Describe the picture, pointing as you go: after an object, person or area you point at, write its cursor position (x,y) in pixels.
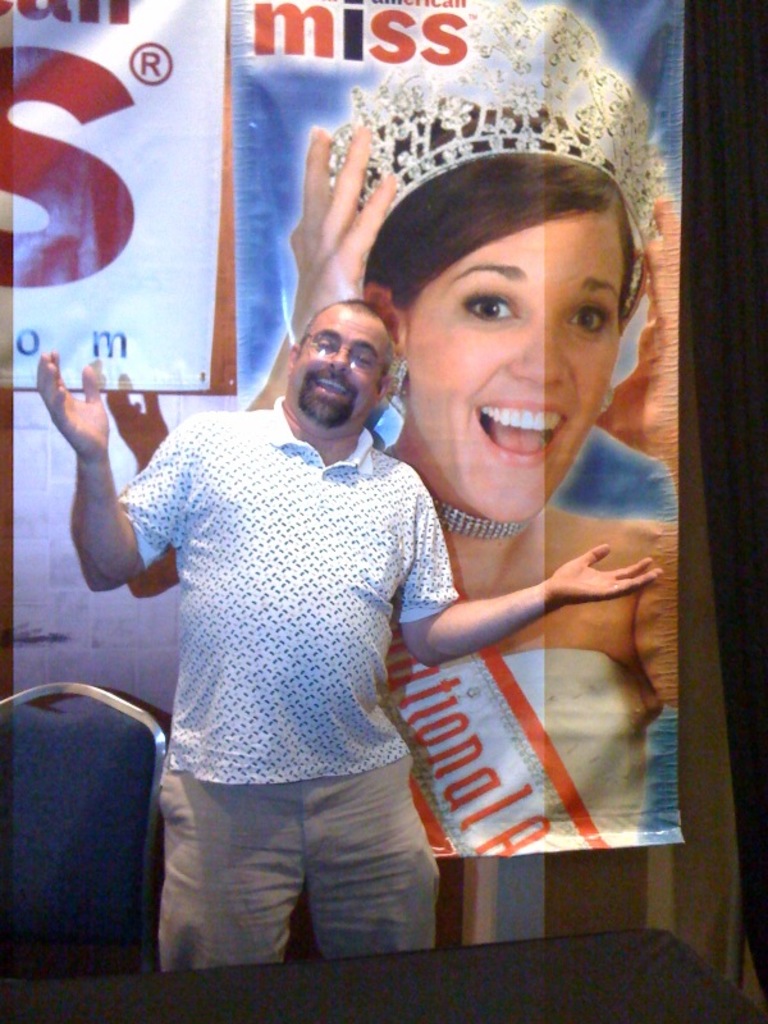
In the image we can see a man (328,576) standing wearing clothes (301,670) and spectacles (357,343), he is smiling. Behind him there is a banner (370,146) of a woman (575,398), this is a chair (67,798). In the image we can see a girl (546,371) wearing clothes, neck chain (470,523) and a crown (485,124). This is a text (293,27).
